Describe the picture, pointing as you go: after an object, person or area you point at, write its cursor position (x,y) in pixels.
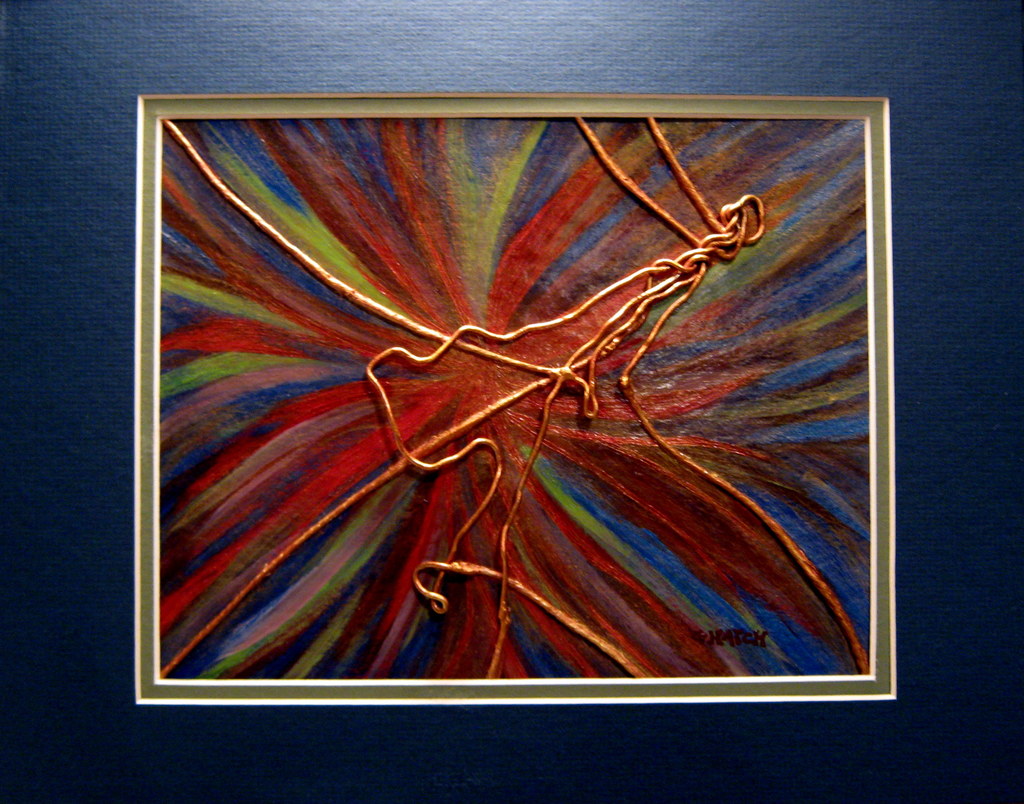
In this image we can see photo frame (398,230) with painting (694,419). And the photo frame (150,663) is on the wall (456,767).
